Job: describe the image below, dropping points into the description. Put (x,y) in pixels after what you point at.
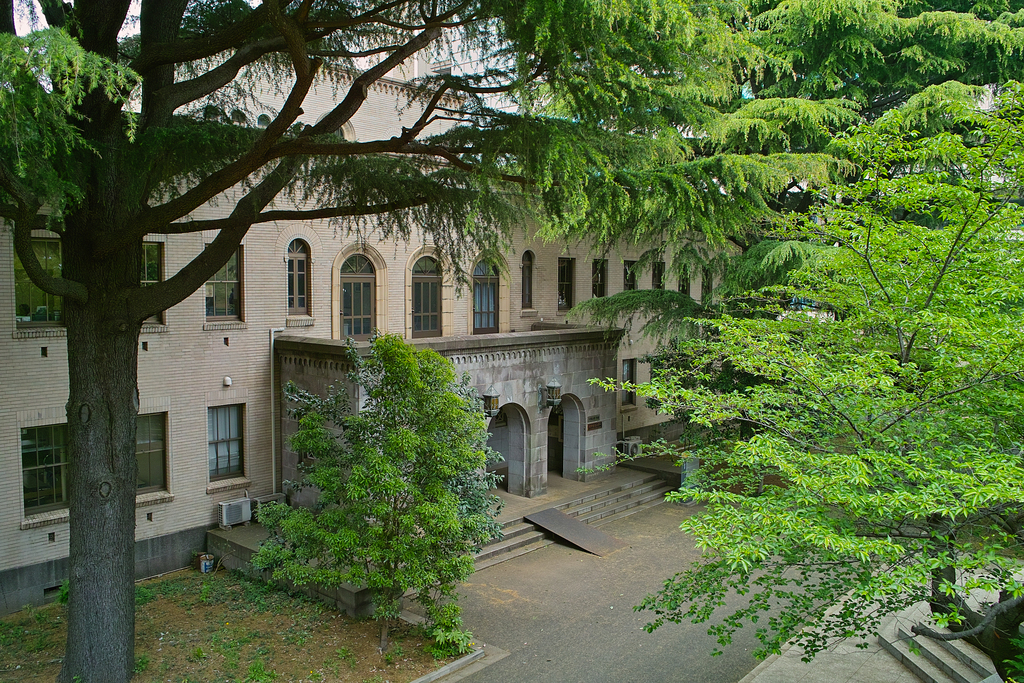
In the image there are many trees (220,174). And there is a building (285,304) with walls (309,333), windows (236,255), pillars (542,413) and arches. In front of the building (525,420) there are few steps (517,533).
